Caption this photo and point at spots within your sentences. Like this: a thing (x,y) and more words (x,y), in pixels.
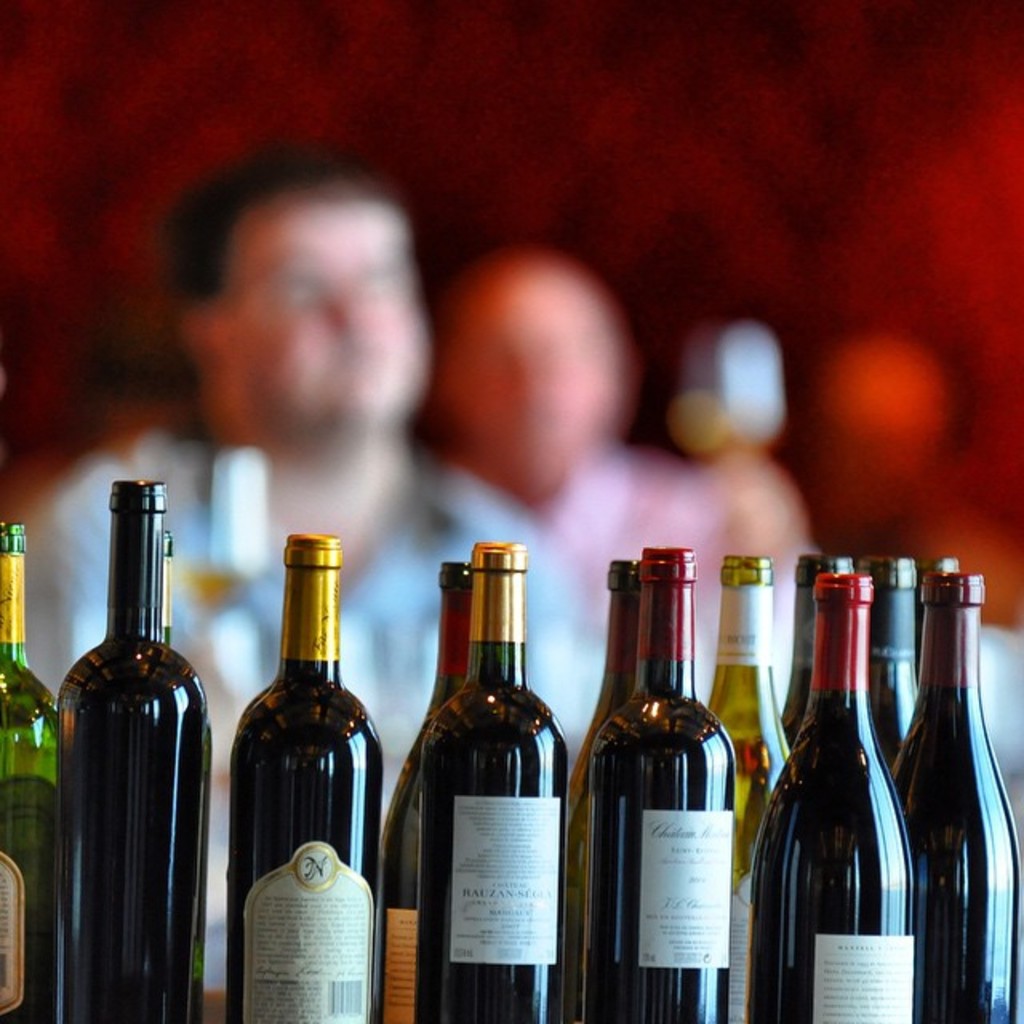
In this image i can see few wine bottles (752,707) and in the background (331,448) i can see few people (379,406).
